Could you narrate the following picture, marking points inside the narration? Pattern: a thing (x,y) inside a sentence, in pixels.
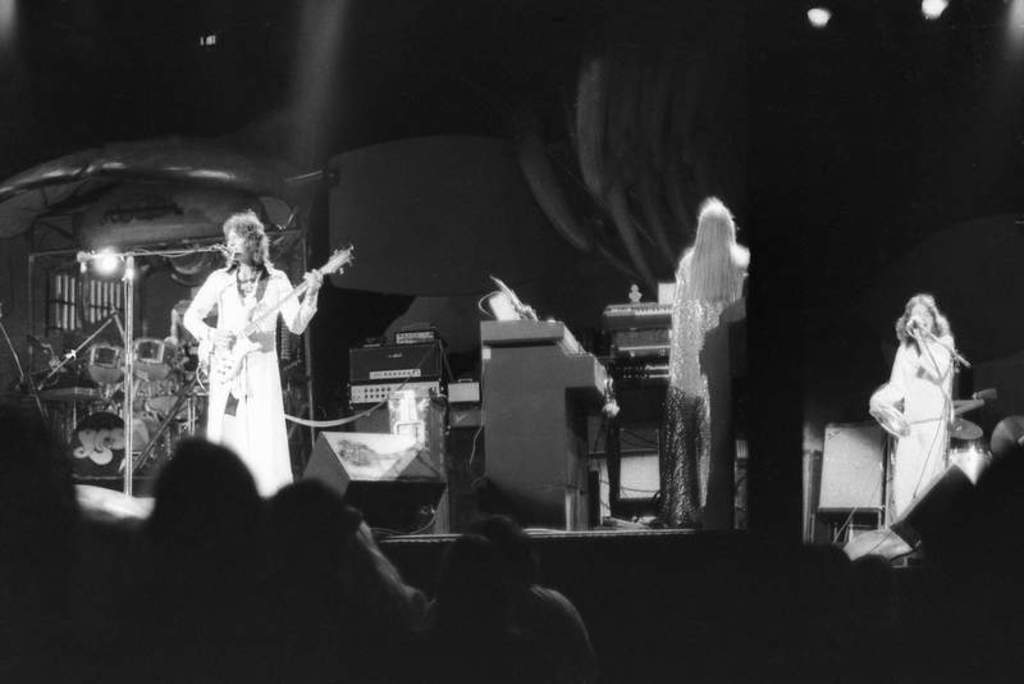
This is a black and white image and here we can see people (695,425) and some are holding objects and we can see mic stands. In the background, there are musical instruments (498,335) and we can see lights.
